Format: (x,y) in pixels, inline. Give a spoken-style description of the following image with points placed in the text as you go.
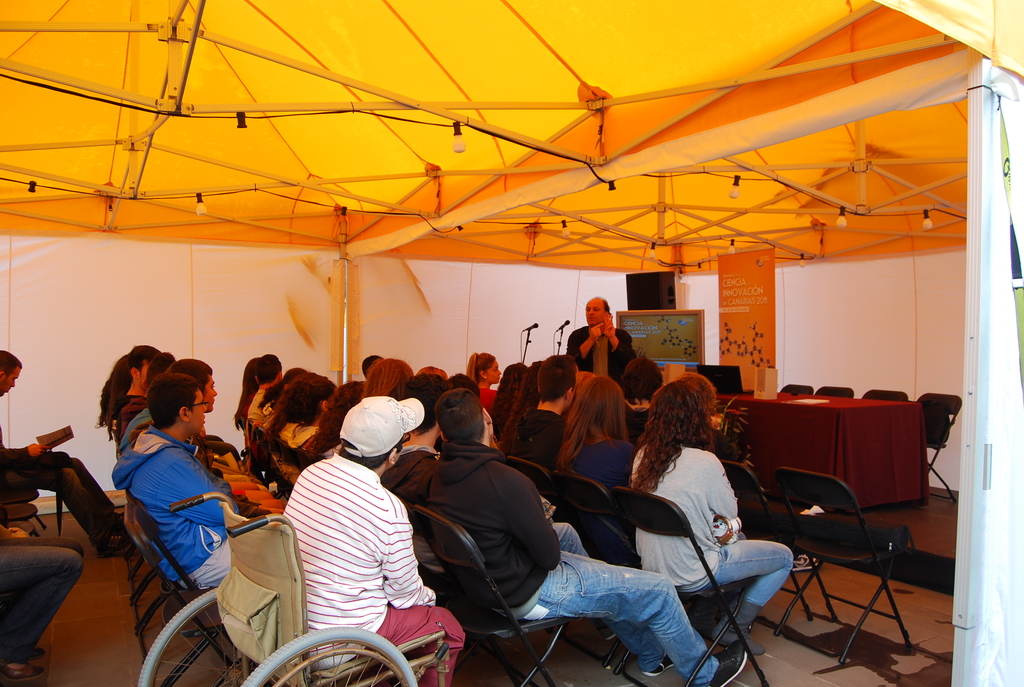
This picture describes about group of people (480,401), few are seated on the chairs (558,488), and a man (592,352) is standing, in front of him we can find microphones (557,342), and we can see tent (487,176).
